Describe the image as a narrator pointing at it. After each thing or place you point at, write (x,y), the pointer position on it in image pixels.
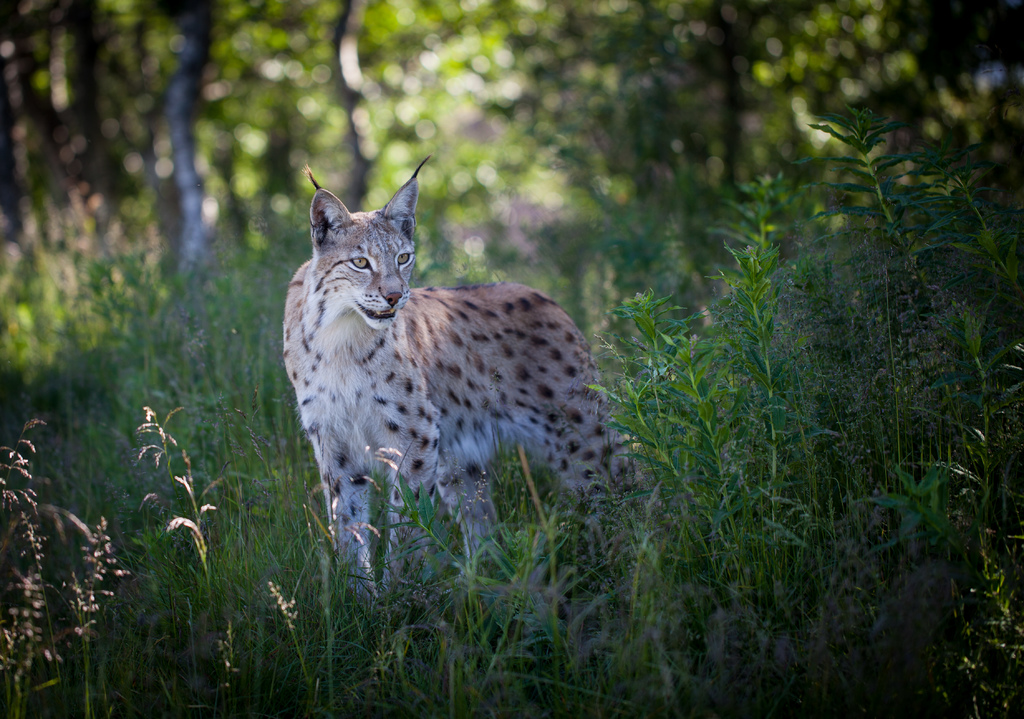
In the center of the image (488,419) we can see an animal (400,352). At the bottom (714,596) there are plants (331,529). In the background (686,71) there are trees (618,127).
